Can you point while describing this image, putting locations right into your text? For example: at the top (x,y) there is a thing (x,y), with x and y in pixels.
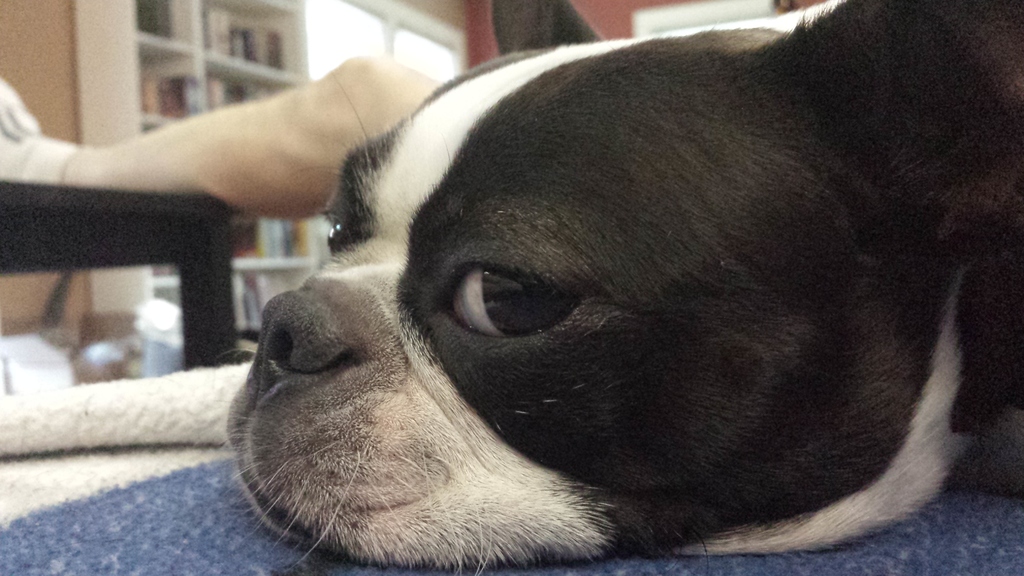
In this image there is a dog (385,441) laying on the carpet (188,539), a person leg (26,134) on the table (32,183), objects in the shelves (291,18), wall (6,8).
